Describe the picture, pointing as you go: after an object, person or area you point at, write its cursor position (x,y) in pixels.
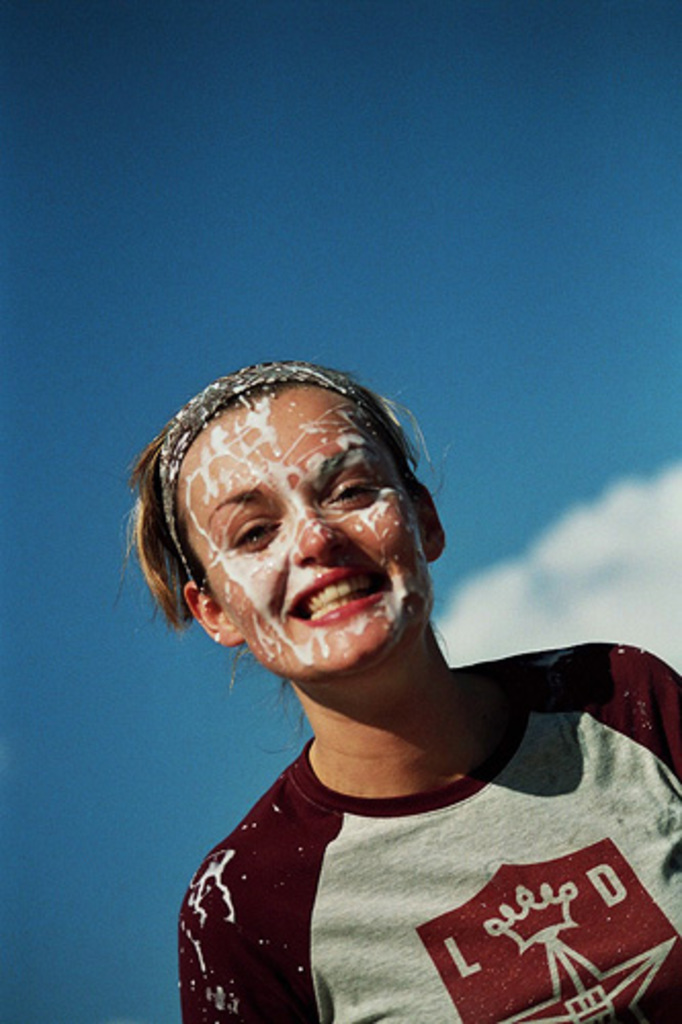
In this image I can see a woman (680,830) in the front (244,964). I can see smile (310,599) on her face (332,631) and I can also see white colour thing (294,649) on her face (315,647). I can also see she is wearing maroon and grey colour t shirt (393,890). In the background (655,487) I can see the sky (473,500) and a cloud (587,558).
